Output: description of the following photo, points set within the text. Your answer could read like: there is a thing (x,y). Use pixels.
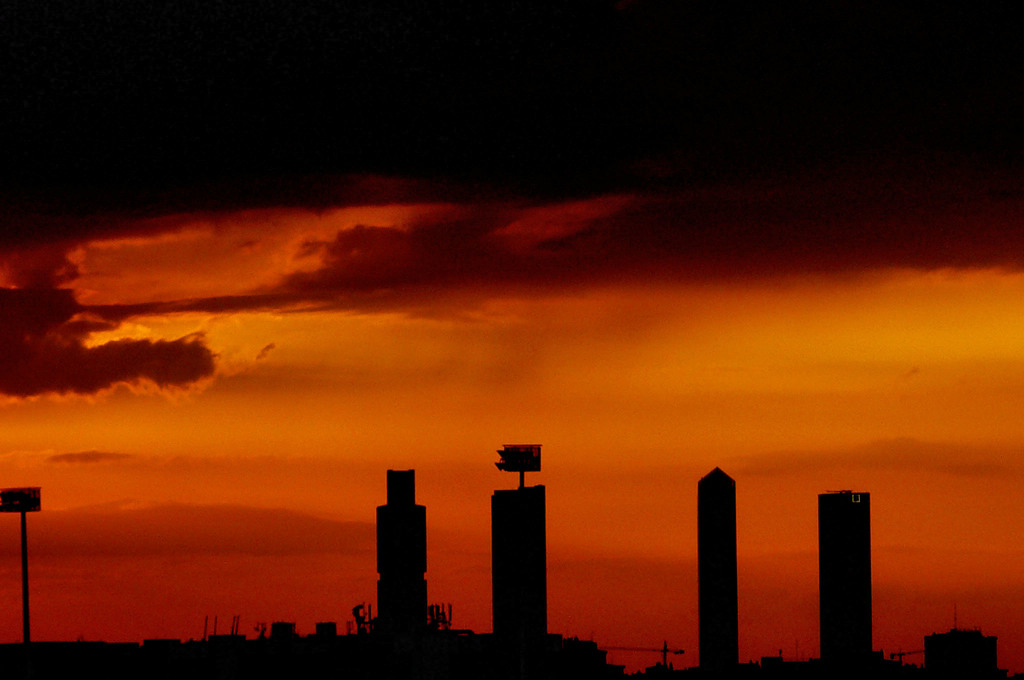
This picture shows few buildings (341,672) and we see red color sky (593,378).
